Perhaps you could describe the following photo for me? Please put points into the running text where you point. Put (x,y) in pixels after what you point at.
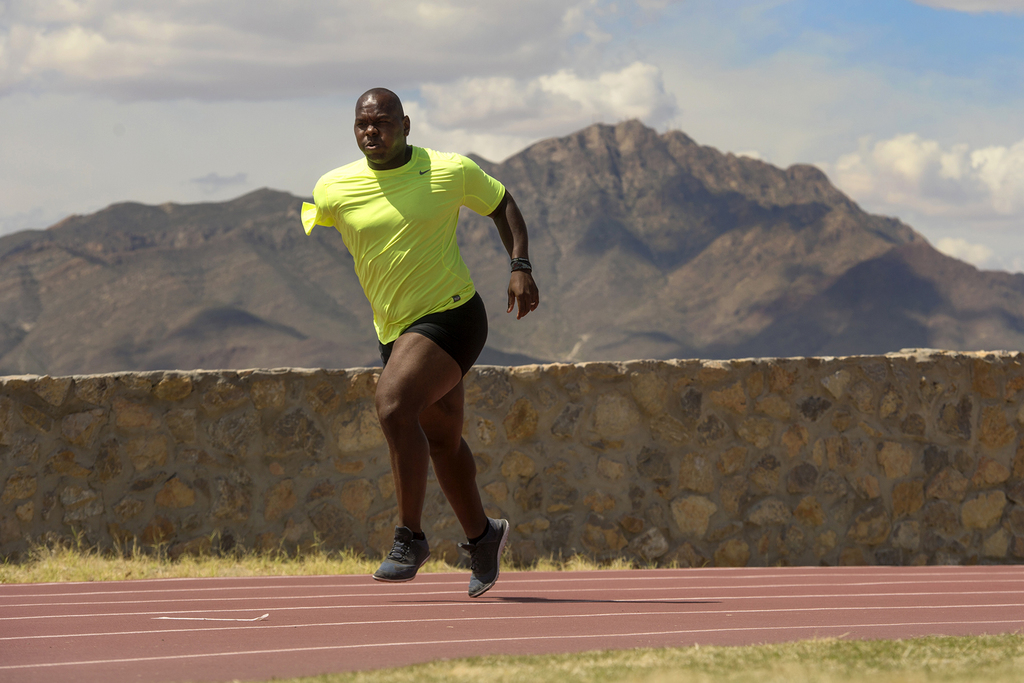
In this picture there is a man (386,317), with one hand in the center of the image (429,266) he is running and there is a small wall (567,391) behind him and there are mountains (600,205) in the background area of the image (616,163).
